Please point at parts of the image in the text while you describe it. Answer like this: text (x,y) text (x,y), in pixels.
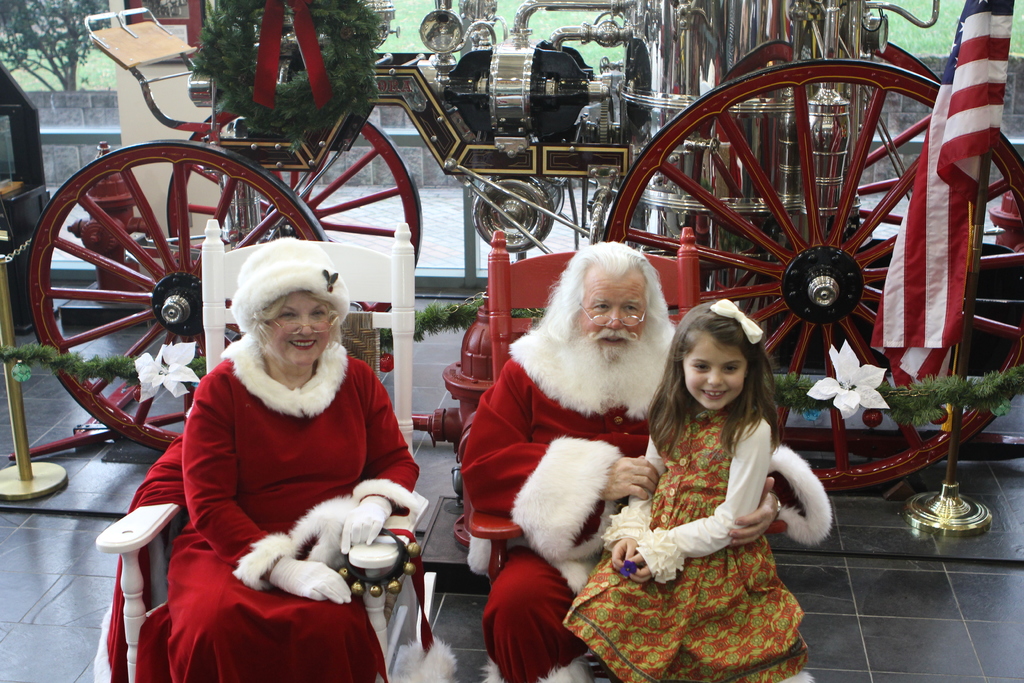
In the image there is a woman (246,505) and man (629,257) in santa claus costume (355,387) sitting on chairs (519,276) and a girl (725,374) sitting on man (570,658), behind them there is a chariot (792,131) on the floor (851,522).
